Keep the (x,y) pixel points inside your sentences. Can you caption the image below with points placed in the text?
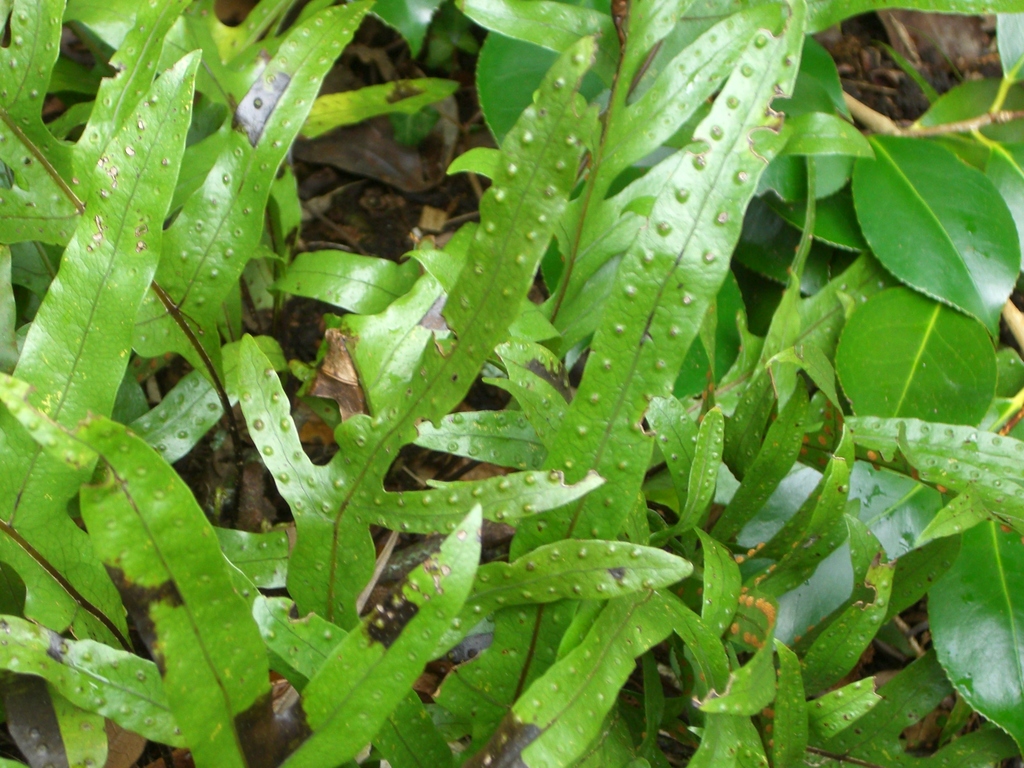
In the image there are a lot of leaves (679,258).
